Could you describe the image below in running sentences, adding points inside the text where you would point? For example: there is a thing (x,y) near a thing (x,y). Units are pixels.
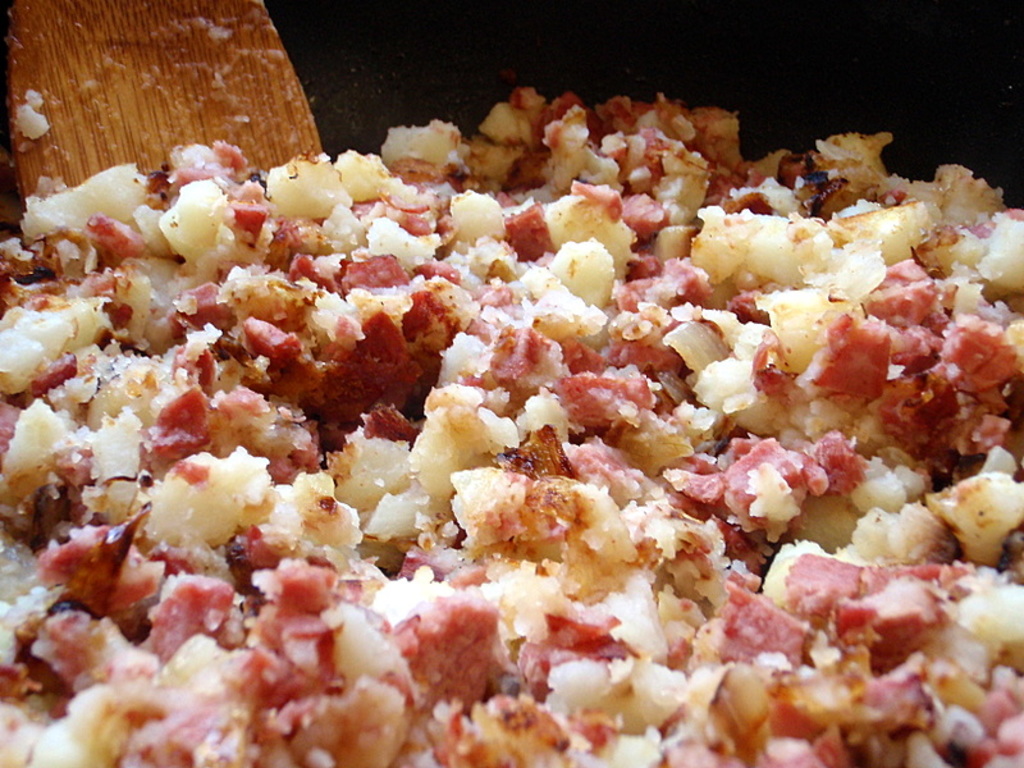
In this picture we can see black color pan (840,116). In the pan (914,91) there is a wooden spoon (176,101) and food (621,312).
